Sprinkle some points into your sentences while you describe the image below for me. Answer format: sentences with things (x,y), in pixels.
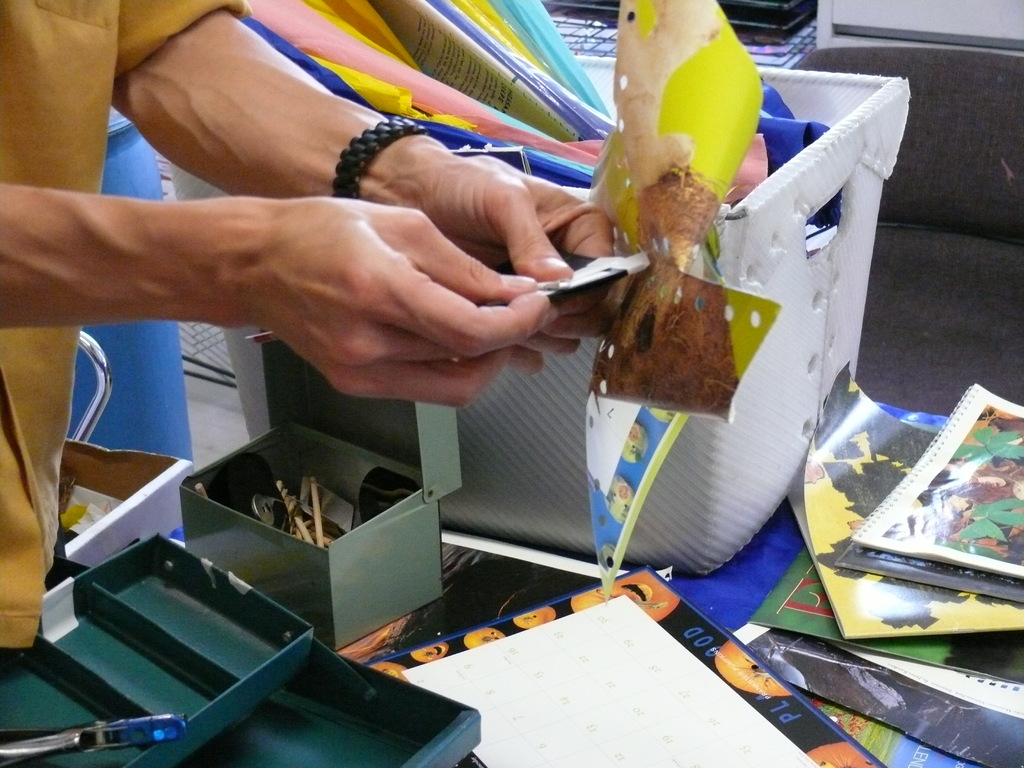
In this image we can see a person (277,292) holding an object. Behind the persons (468,305) we can see a group of objects (588,171) in a container (795,157). At the bottom (394,720) we can see a group of objects (583,625).
